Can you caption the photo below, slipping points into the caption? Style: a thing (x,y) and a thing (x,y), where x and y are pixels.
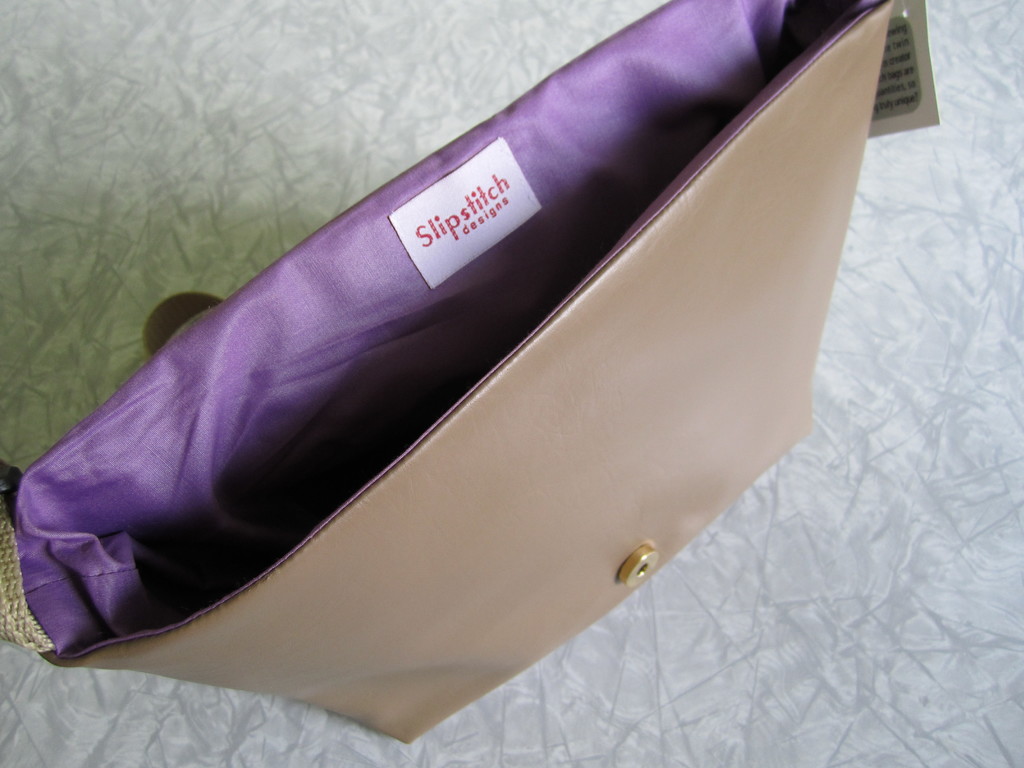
In the picture we can find a bag (510,503), a bag (639,498) is tan and purple in colour.
